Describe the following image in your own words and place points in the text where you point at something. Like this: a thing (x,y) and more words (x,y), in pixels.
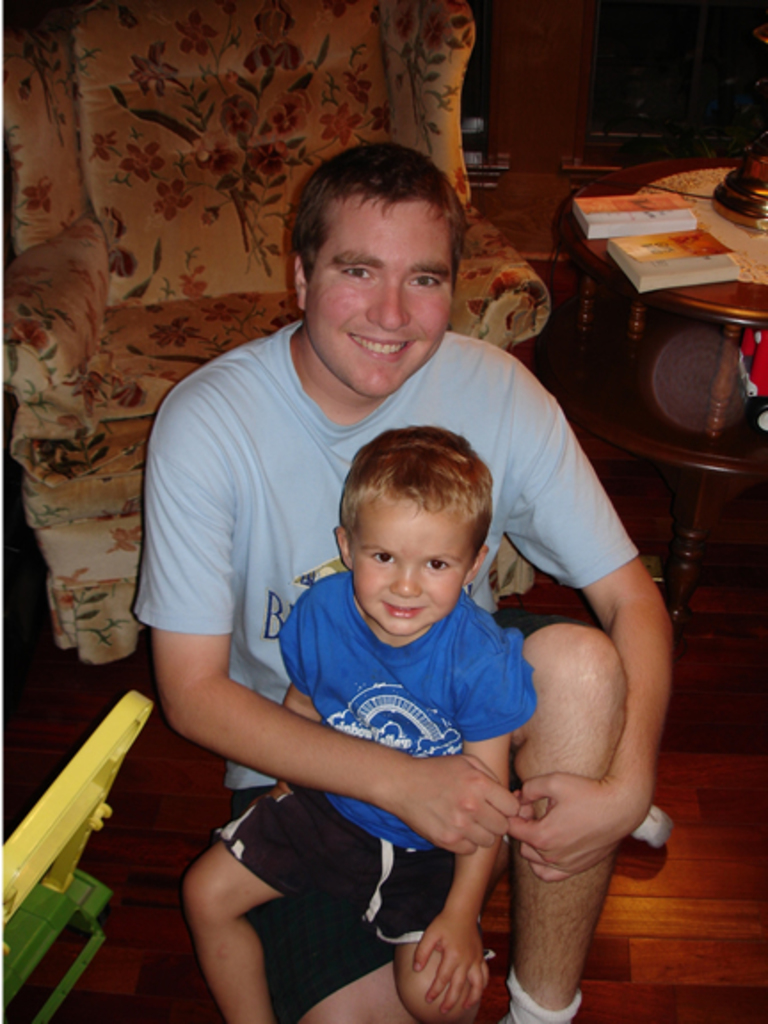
In the image in the center (274,492), we can see one person (208,485) sitting and he is smiling, which we can see on his face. And he is holding one kid (424,718). In the background (50,77) there is a sofa (269,184), chair (249,206), table (736,436), books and a few other objects (748,247).
